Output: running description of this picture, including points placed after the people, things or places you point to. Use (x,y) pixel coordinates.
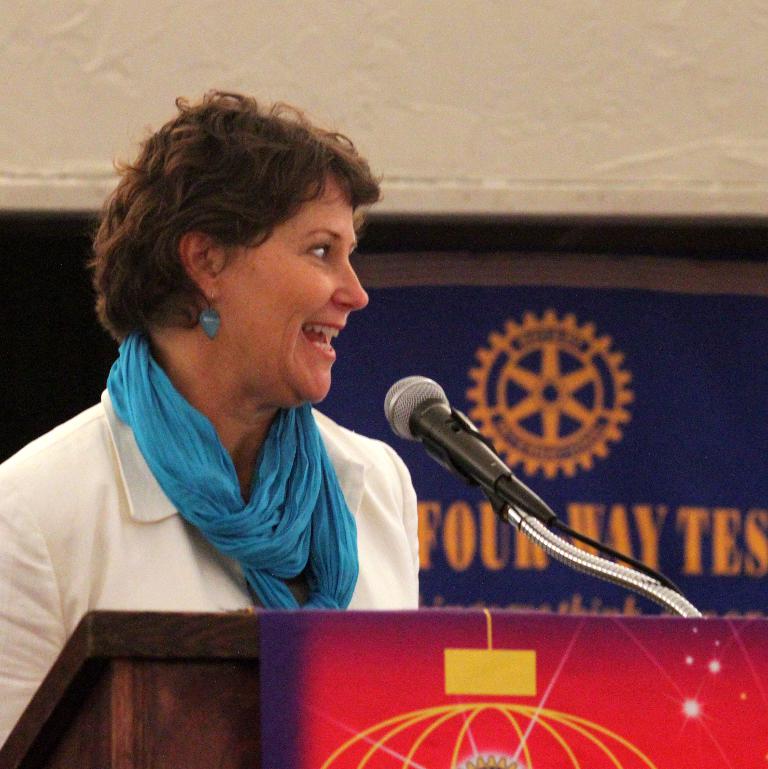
In this picture there is a woman (199,534) wearing white color suits (95,524) and standing at the speech desk (257,666), smiling and looking to the right side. Behind there is a blue color banner (483,500).
